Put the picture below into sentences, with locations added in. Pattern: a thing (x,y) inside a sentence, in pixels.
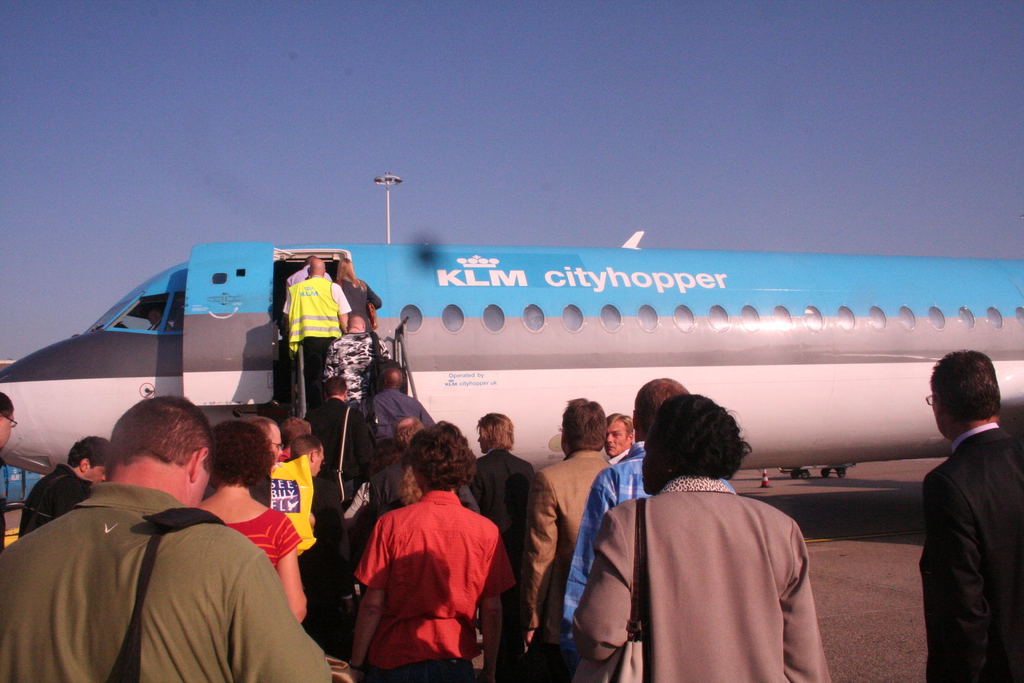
In the image there is an airplane (583,390) and the people (313,340) are boarding into the plane (393,349).
